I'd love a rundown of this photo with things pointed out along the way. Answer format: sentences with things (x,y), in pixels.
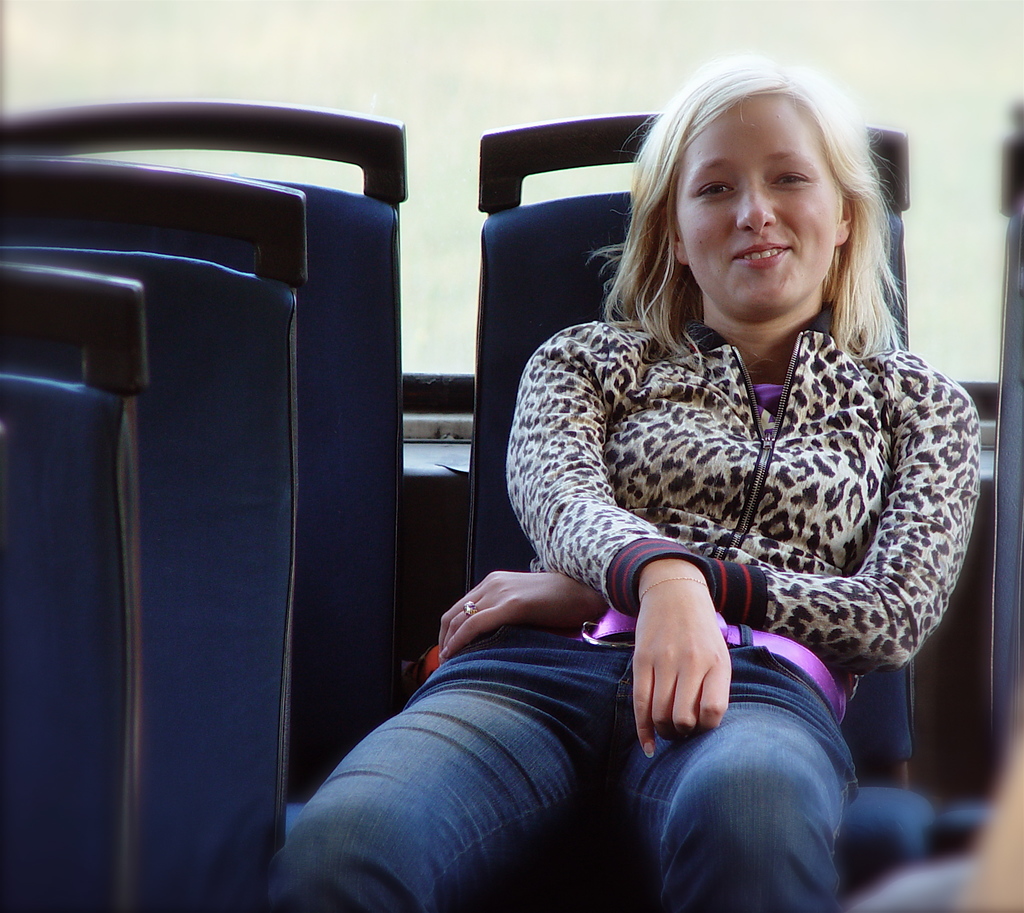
a girl (636,501) is sitting on a seat (547,300) is wearing a leopard print jacket (650,422) and a jeans (753,811).
